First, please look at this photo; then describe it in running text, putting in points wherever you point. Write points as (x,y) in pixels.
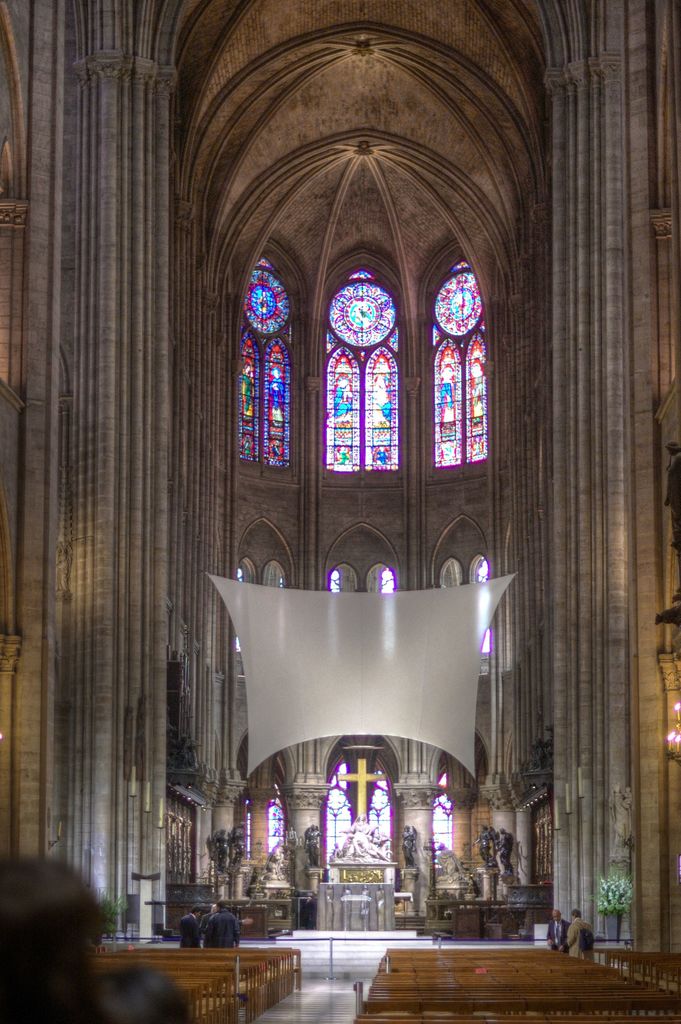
This picture shows the inner view of a church (537,423). There are some god statues (488,855), some lights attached to the wall (653,739), some objects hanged to the wall (671,677), so many benches (653,983), some poles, one white banner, some people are standing near to the benches (179,978), some tables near to the statues (407,846) and some objects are on the table (435,930). Some stained colorful designed glass windows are there.
